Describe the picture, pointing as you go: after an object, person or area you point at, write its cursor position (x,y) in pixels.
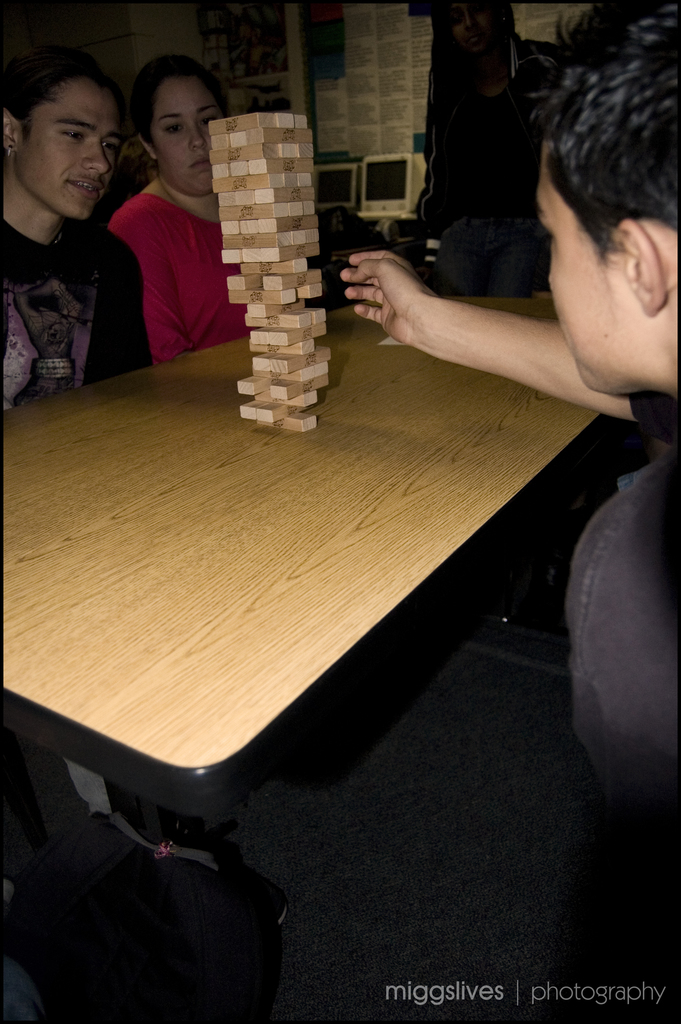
In this image we can see a few persons (13,156) sitting on the chair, in front of them there is a table (186,547). On the table (99,698) there is an object (260,344). In the background of the image (398,169) there are some monitors (374,173), beside that there is a wall (307,59).
